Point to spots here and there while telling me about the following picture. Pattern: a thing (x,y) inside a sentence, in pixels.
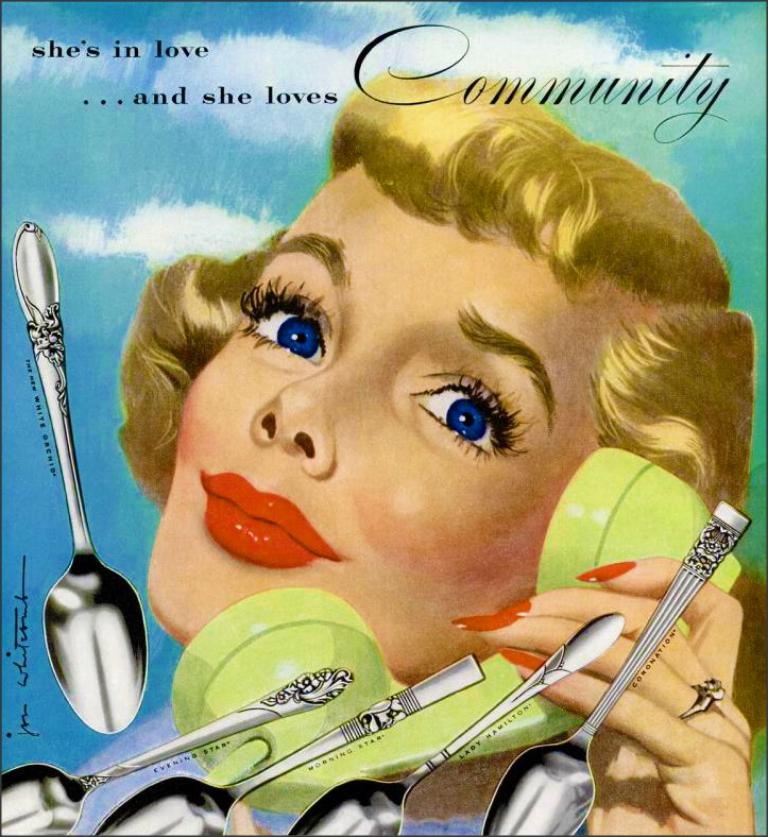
It is a painted image. In this image there is a woman (416,453) holding the phone (564,545). There are spoons (412,709). In the background of the image (174,159) there is sky (150,174). There is some text (47,450) on the image.
